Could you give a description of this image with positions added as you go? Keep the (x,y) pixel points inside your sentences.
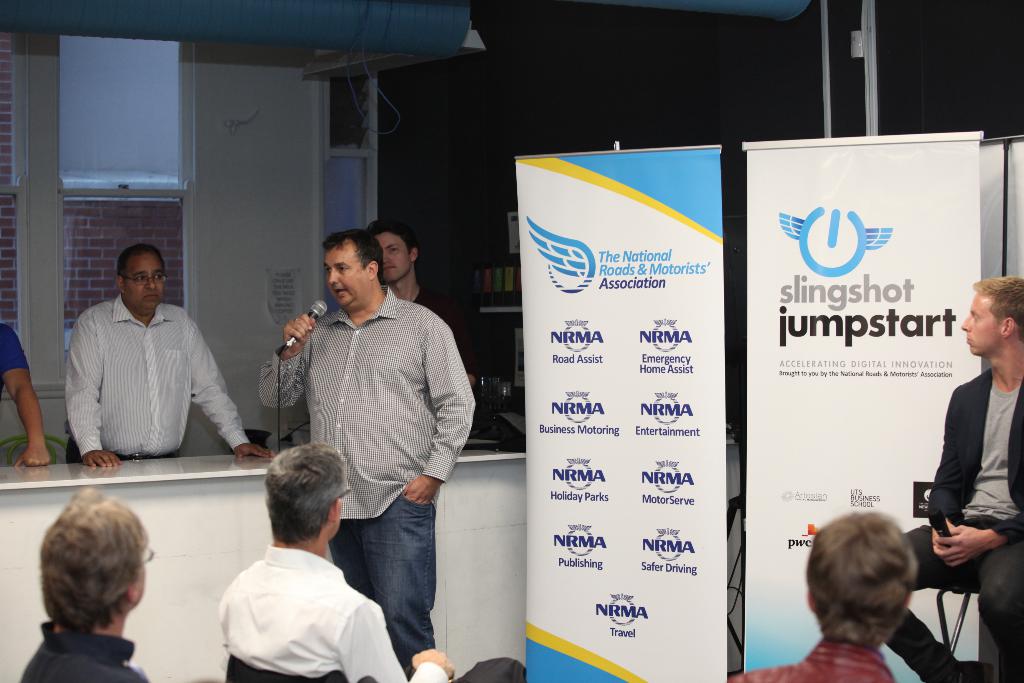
This image is taken indoors. In the background (495,139) there is a wall (230,220) with a window (81,227). There is a poster (282,298) with the text (287,284) on it. There are a few shelves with a few things (498,398) on them. On the left side of the image (156,481) there is a table (482,480) and four men (139,361) are standing on the floor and a man (354,344) is holding a mic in his hand (295,331). On the right side of the image (884,263) there are two banners (714,289) with text (834,321) on them and two men (936,638) are sitting on the chairs (956,626). At the bottom of the image (321,643) two men (140,677) are sitting on the chairs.
